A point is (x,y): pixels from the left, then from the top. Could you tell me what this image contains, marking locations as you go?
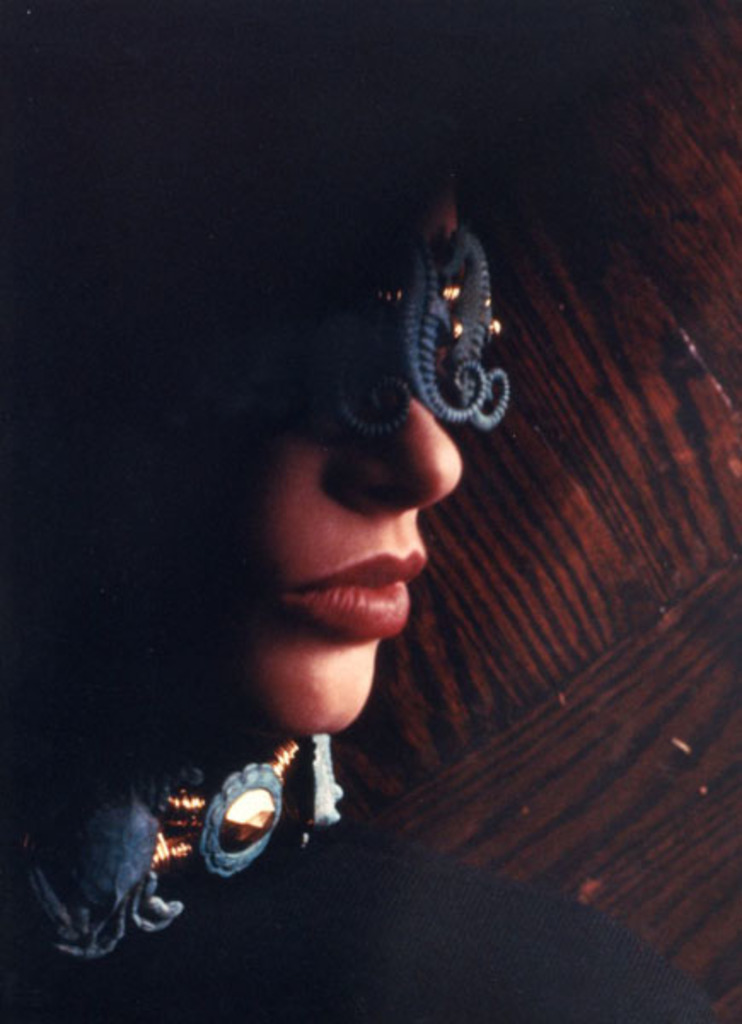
In this image we can see a woman lips (349,614) in red color. Background (576,412) it is in brown color.
